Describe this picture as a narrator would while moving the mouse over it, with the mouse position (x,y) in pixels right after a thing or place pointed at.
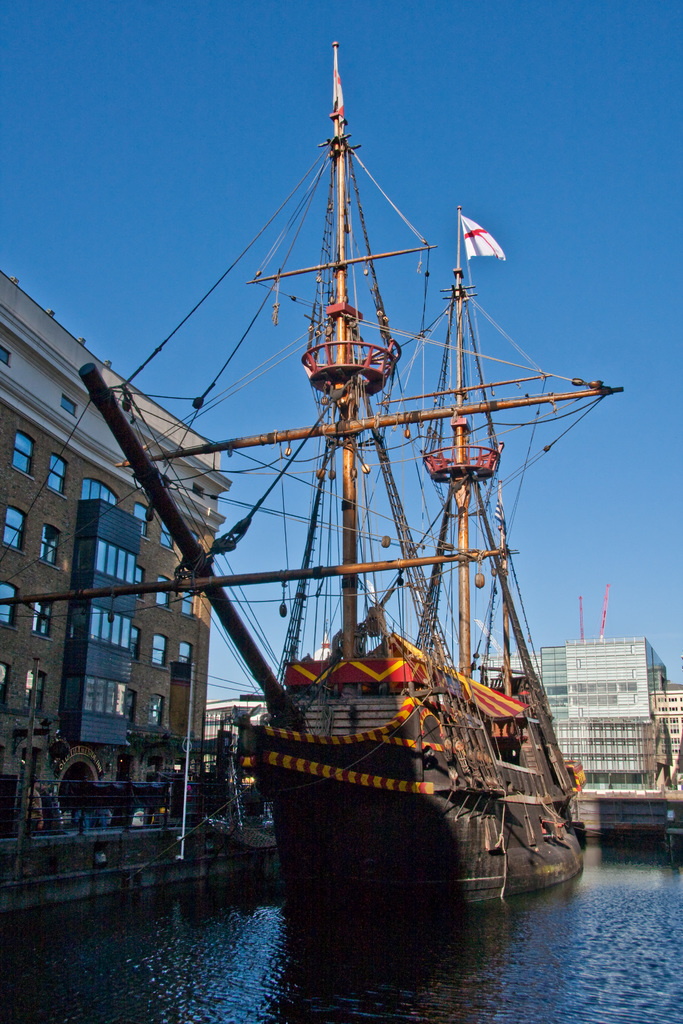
In this image there is a ship (417,733) on the river (512,933). In the background (391,597) there are buildings (78,715) and the sky (516,298).
